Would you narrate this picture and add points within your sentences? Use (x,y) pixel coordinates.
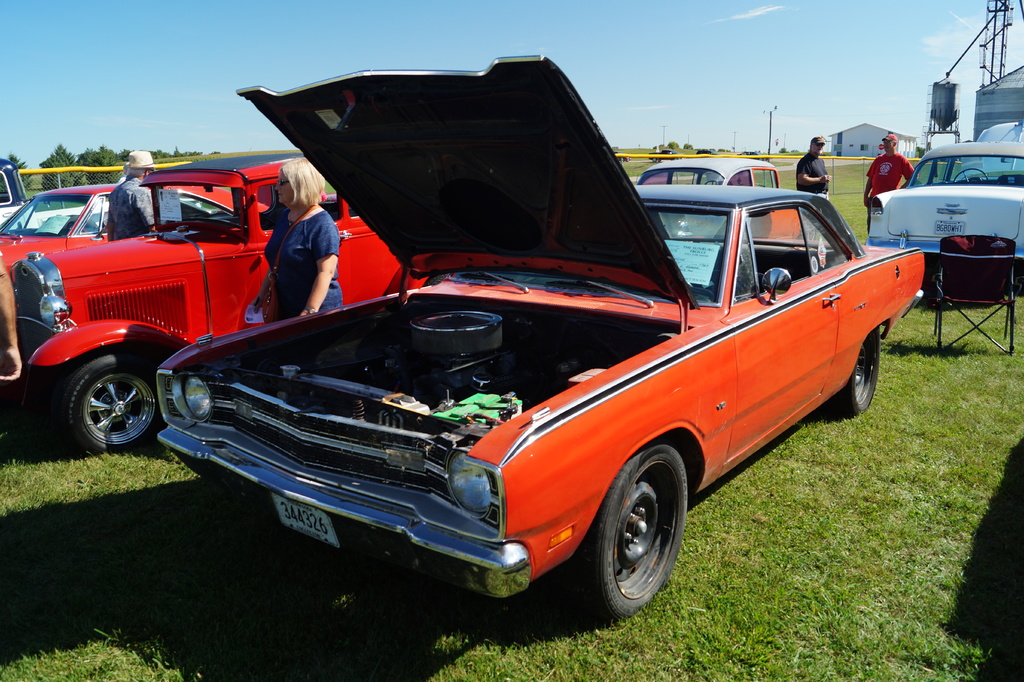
In this image there are cars (233,219) and we can see people (309,171). In the background (690,116) there are trees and sky (681,108). We can see poles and there is a shed (855,156). At the bottom (272,543) there is grass (283,583).
